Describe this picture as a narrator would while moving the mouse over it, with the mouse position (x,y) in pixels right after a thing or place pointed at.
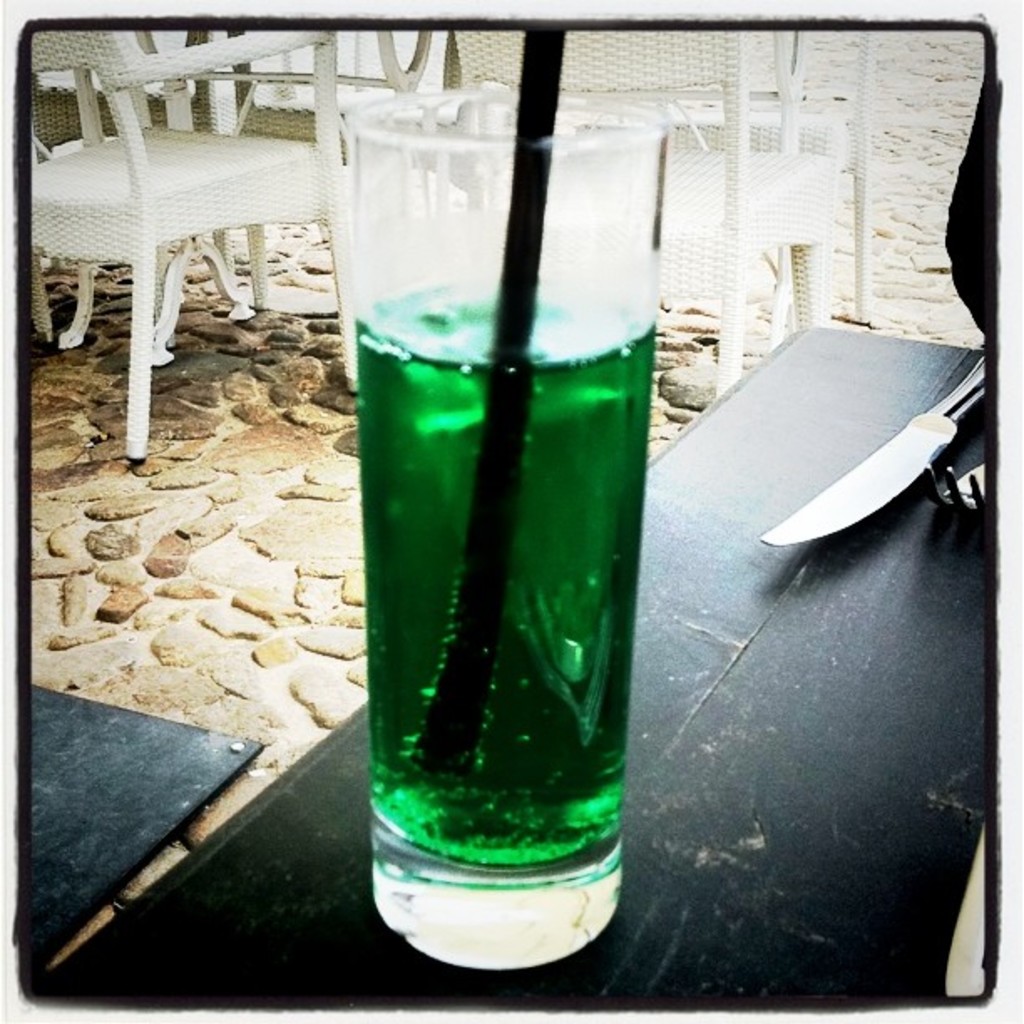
In this image, there is a table (669,745) contains a knife (851,501), fork (935,488) and glass (591,611). There are some chairs (315,154) at the top of the image (675,163).
